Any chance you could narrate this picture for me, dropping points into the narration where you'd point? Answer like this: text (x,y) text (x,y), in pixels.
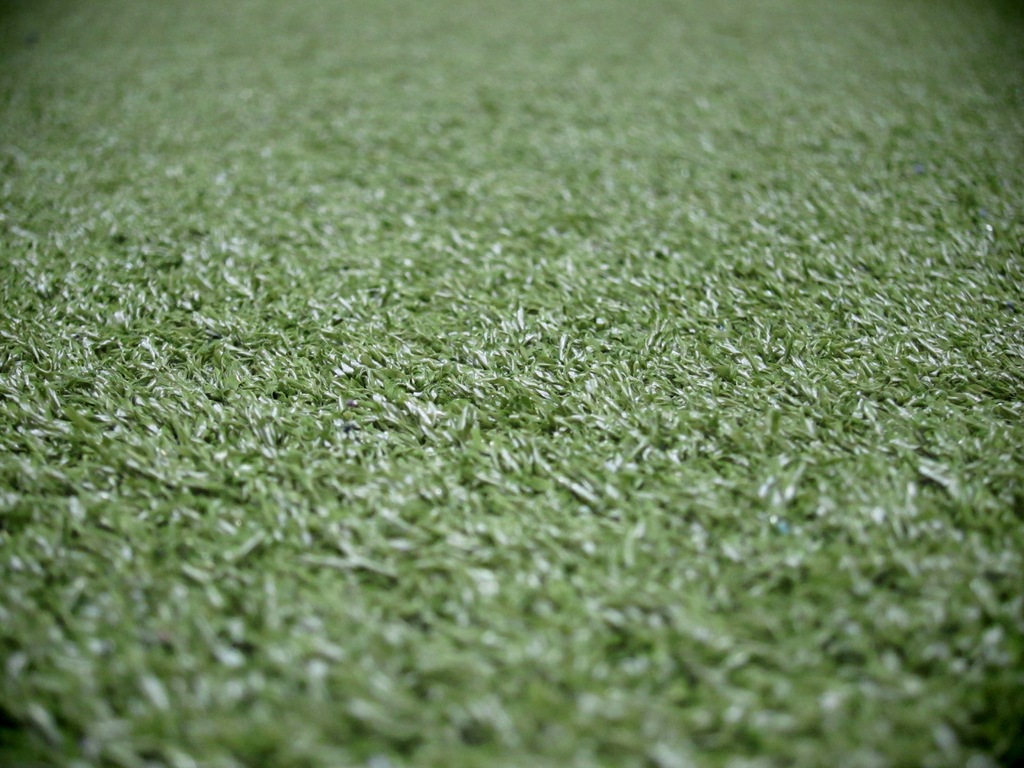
Complete image we can see grass (468,517).
